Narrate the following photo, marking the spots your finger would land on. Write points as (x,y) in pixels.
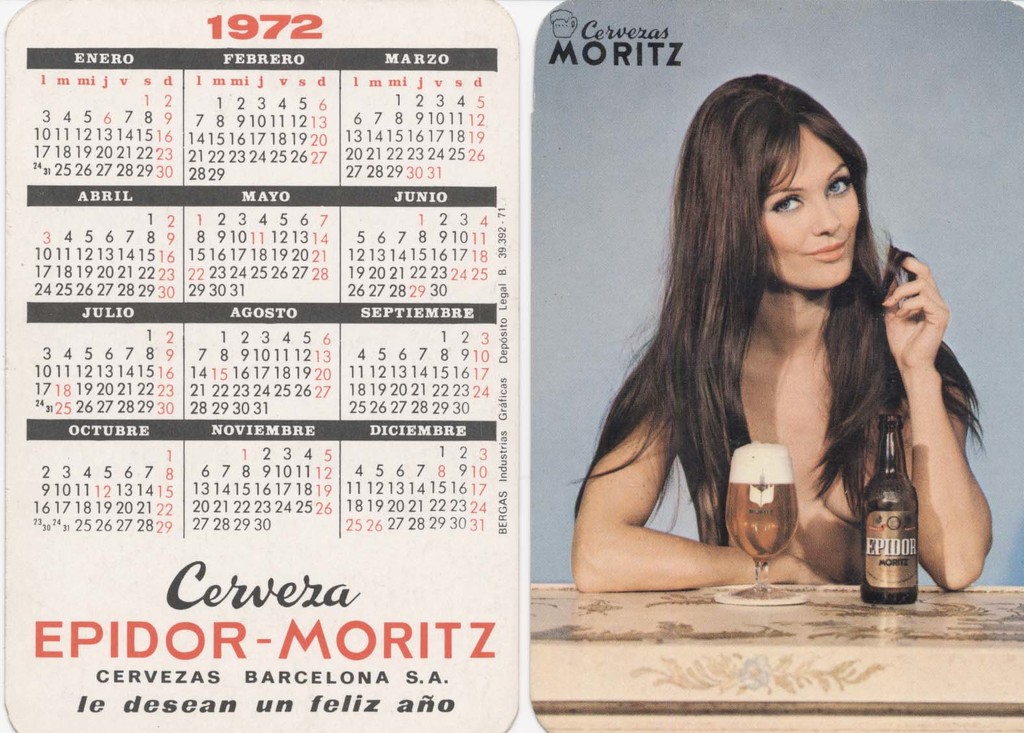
In this image, we can see the calendar (256,432) with some text (218,642) on the left (237,643). We can also see the picture (860,393) of a person (809,490), a bottle (906,572), a glass (782,467) and some text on the right (769,521).
